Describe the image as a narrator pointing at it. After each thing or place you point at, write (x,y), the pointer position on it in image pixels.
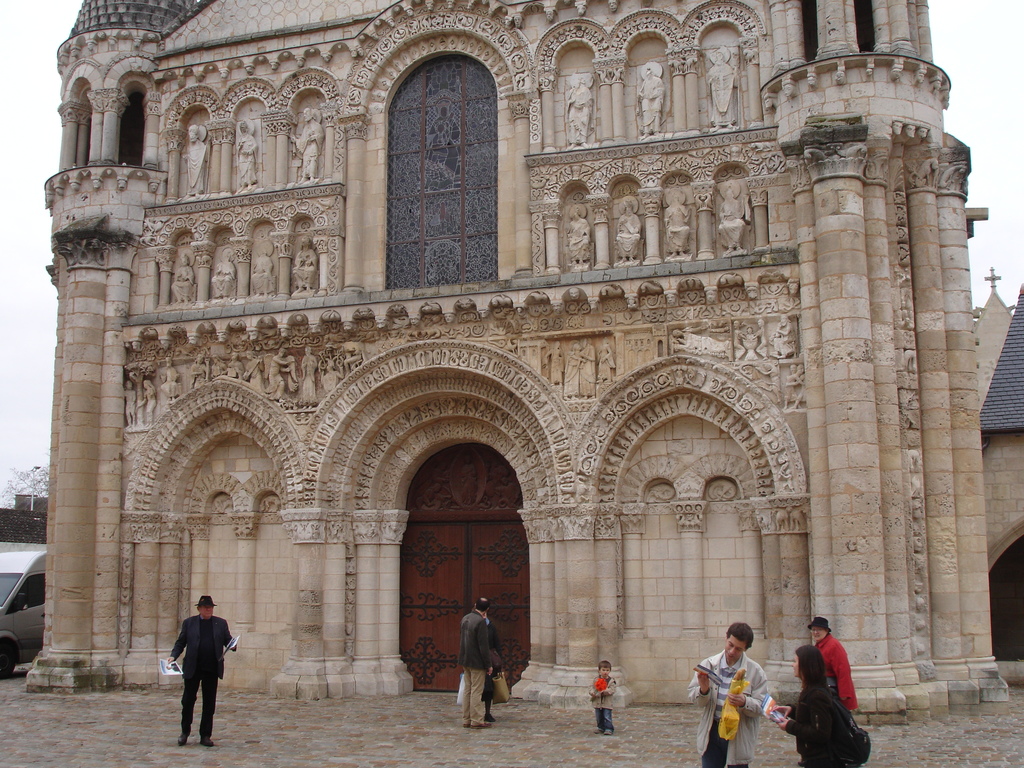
In the center of the image (427,268) we can see building (391,298) and door (482,549). At the bottom of the image (16,609) we can see car (0,602) and persons (482,618). In the background (50,121) we can see sky (57,97).
